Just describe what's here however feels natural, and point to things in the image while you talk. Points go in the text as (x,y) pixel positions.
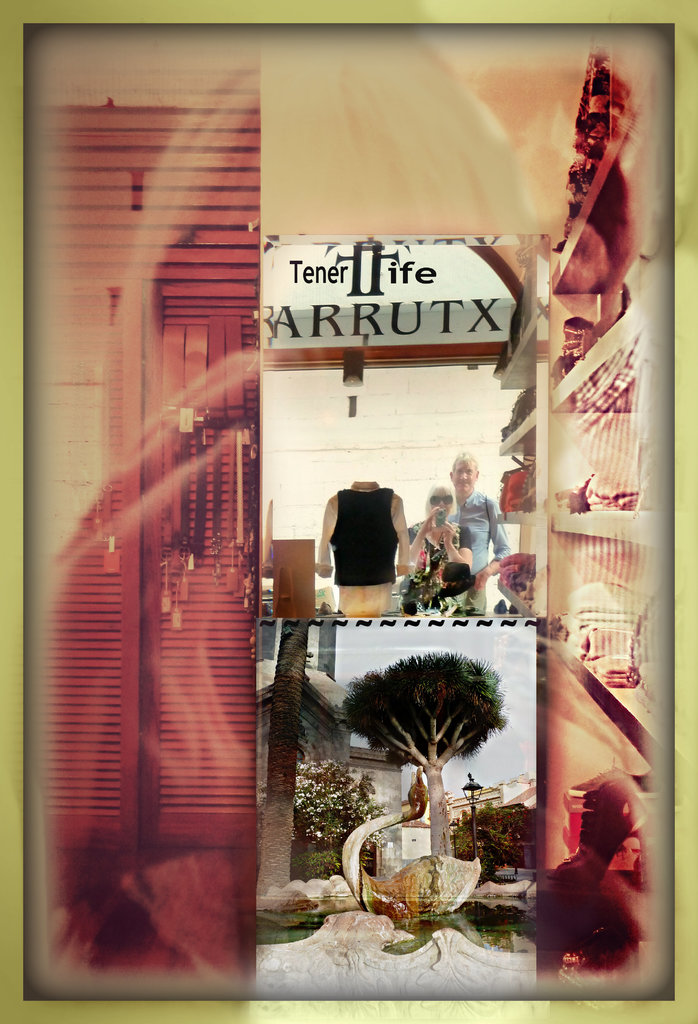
This is an edited image in which we can see a mannequin (402,563), some people (430,571) standing. the bark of a tree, some plants (354,798), a bird (398,915) in water (484,921), a street pole (473,795), a board (329,262) with some text (479,324) on it and the sky (513,652).
